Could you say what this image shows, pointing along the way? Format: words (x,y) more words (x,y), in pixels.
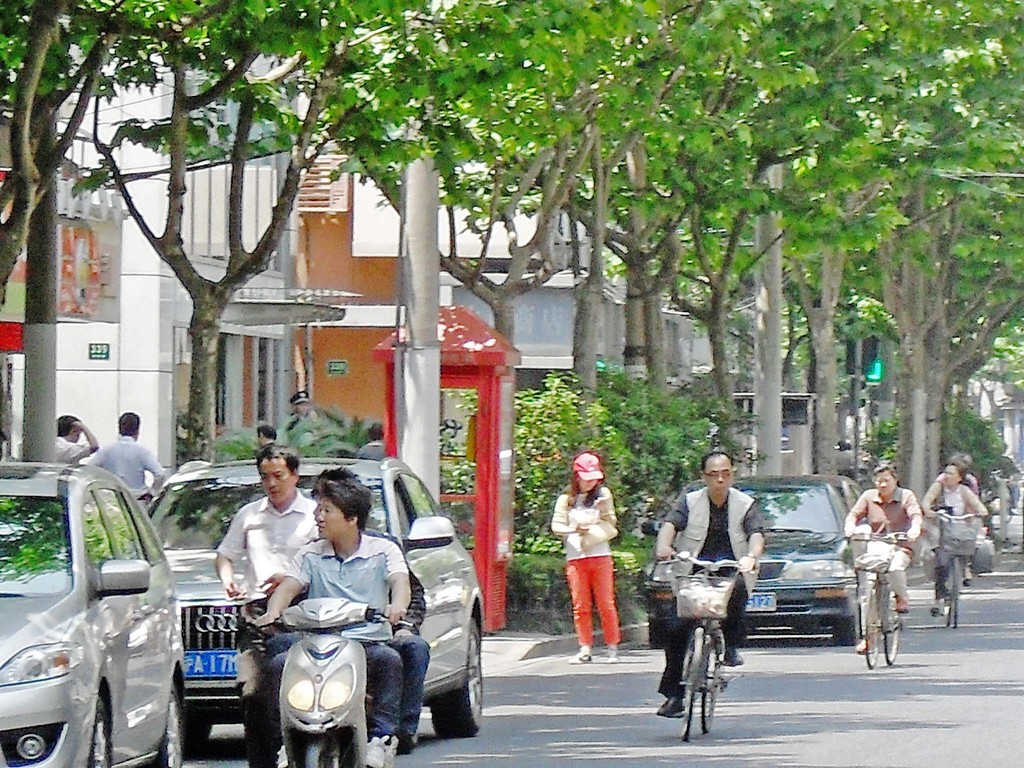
This picture is clicked in the city. Here, we see three people (889,588) riding bicycle (694,652) and a man (361,574) riding scooty (359,738). Beside that, we see three cars (185,613) parked on road (546,678). Beside that, we see white building (147,362) and many trees (627,208). In the middle of the picture (581,484), woman (583,484) in red cap (596,477) is standing on road (624,682). Beside her, we see a pillar (425,416) and phone booth (473,427) which is red in color.
